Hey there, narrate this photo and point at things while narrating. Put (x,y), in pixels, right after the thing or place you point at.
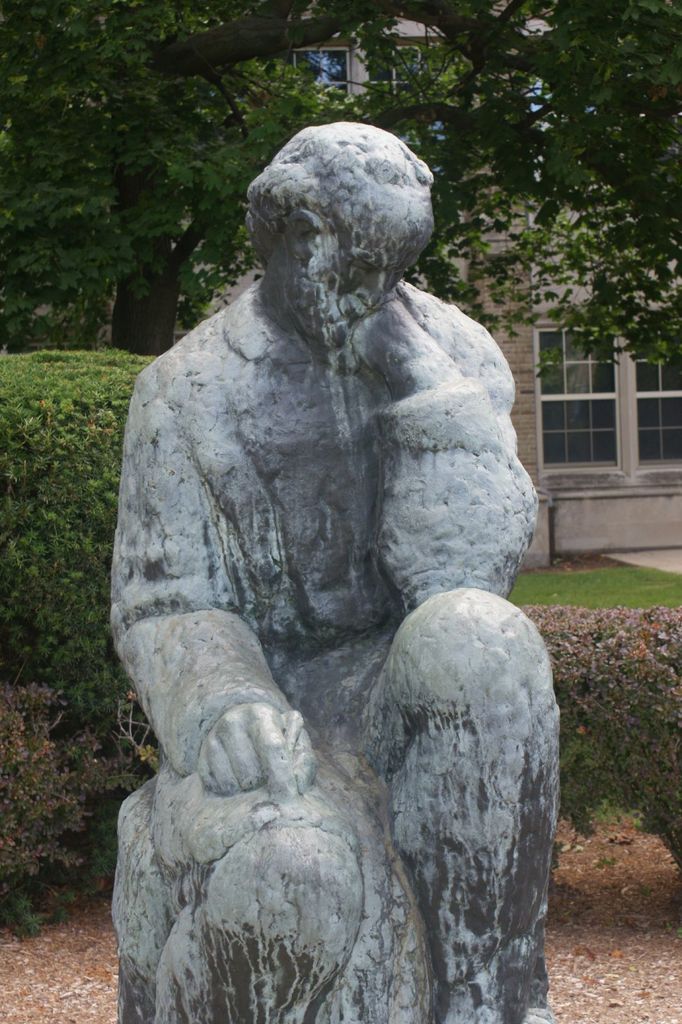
In this image there is a sculpture (401,745), in the background (595,746) there are plants (78,454), trees (601,248) and building (591,422).
